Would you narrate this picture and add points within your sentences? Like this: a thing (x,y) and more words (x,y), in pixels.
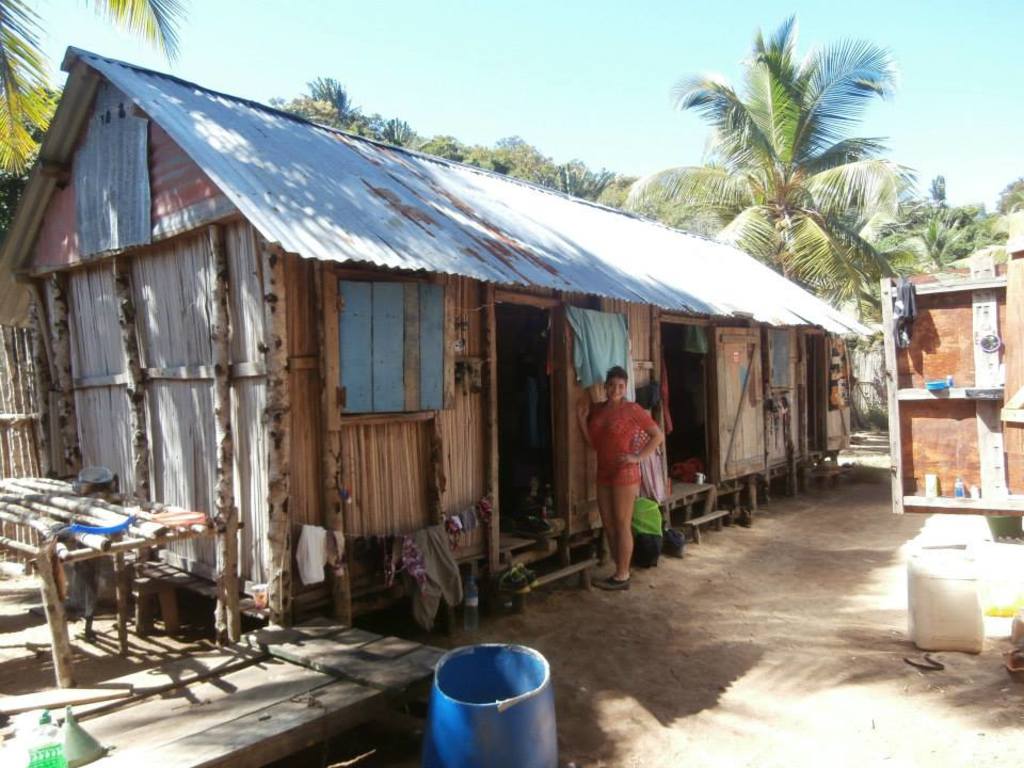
This image consists of a woman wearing a red dress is standing on the ground (685,646). At the bottom (764,706), there is a ground (685,755). In the front (494,726), we can see a barrel (485,722) in blue color. And there is a house (807,355) made up of wood (962,431). In the background (1,130), there are many trees (648,175). At the top (453,1), there is a sky (494,34).
